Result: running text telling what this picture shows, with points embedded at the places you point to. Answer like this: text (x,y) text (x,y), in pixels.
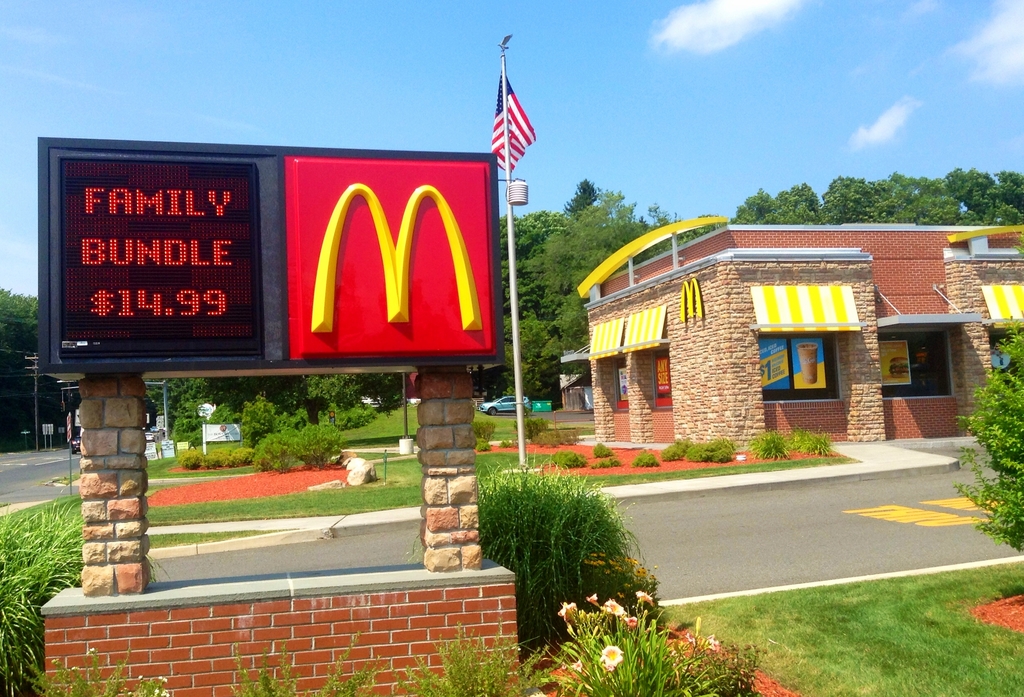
This picture is clicked outside. On the left (230,347) there is a board (129,228) attached to the cement object (467,414) and we can see the text (146,253) on the board (408,245) and we can see the grass (840,607), plants (275,435), trees (318,414), metal rods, vehicle (504,404), flag (509,128) and we can see the house (706,368) and we can see the pictures (805,360) of some objects (805,365) on the posters (809,352). In the background (775,6) there is a sky (173,131), trees (1004,196), poles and many other objects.
